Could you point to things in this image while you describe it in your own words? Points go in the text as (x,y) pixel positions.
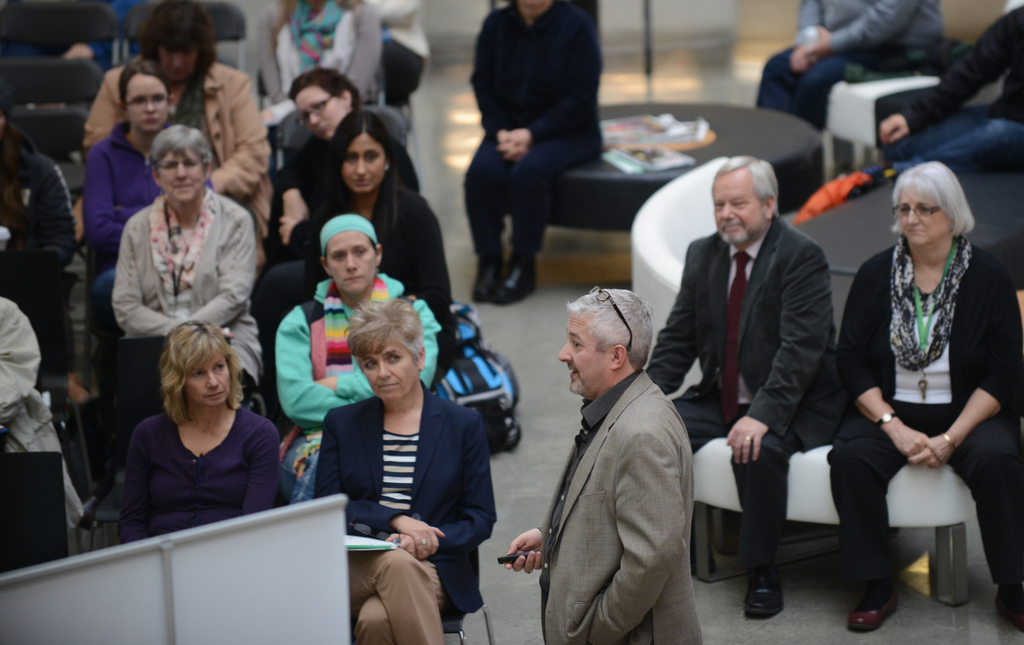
In the image there are many people (532,205) sitting on the chairs (406,126) and other objects (673,237) and there is a man (627,498) standing in the foreground (583,592) and there is some gadget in his hand (510,553). The background of the image (628,23) is blur.
